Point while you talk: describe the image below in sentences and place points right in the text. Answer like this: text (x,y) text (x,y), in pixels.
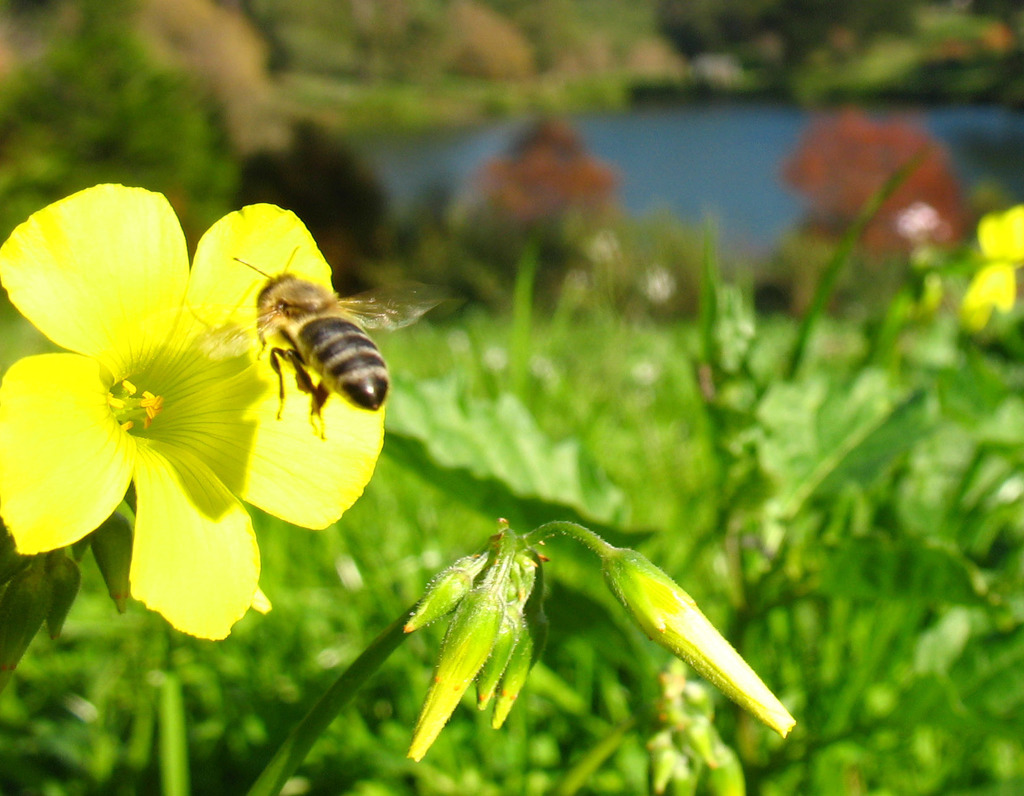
In this image there are flower plants (355,476) and there is a honey bee (319,357), in the background (485,243) it is blurred.
